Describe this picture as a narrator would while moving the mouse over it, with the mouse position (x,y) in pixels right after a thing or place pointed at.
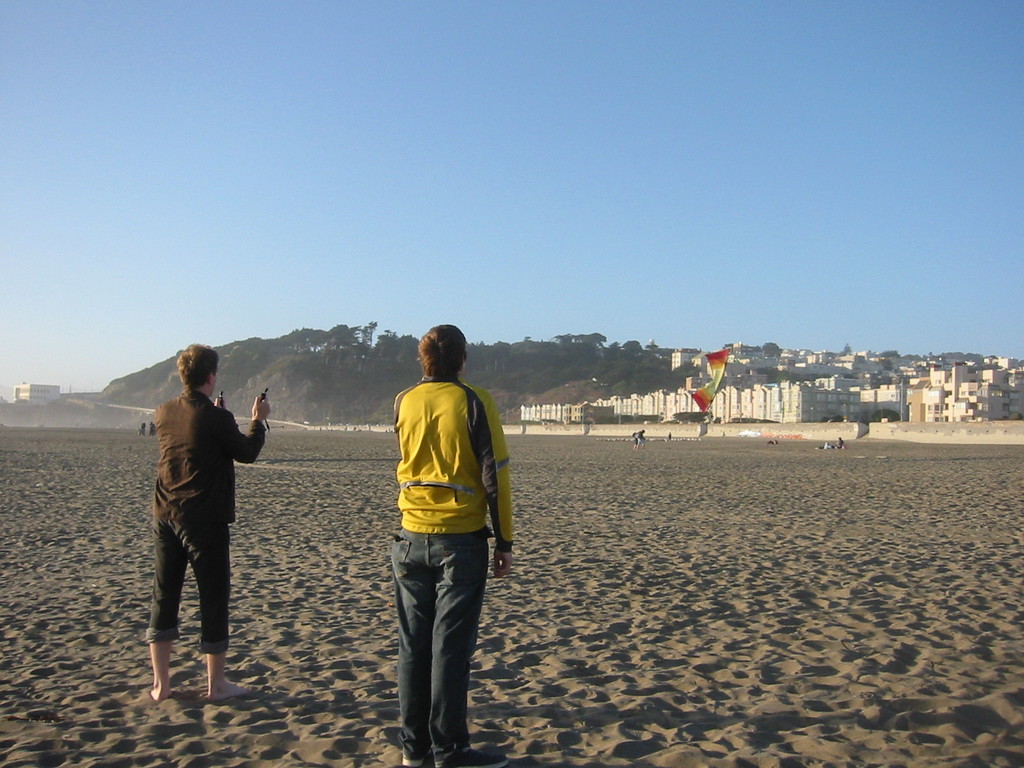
In this picture there are people (487,423) in the foreground area of the image (212,408) on a sandy floor (699,477) and there are buildings (828,377), trees (547,354), and other people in the background area of the image (744,412), it seems to be there is a kite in the image.
